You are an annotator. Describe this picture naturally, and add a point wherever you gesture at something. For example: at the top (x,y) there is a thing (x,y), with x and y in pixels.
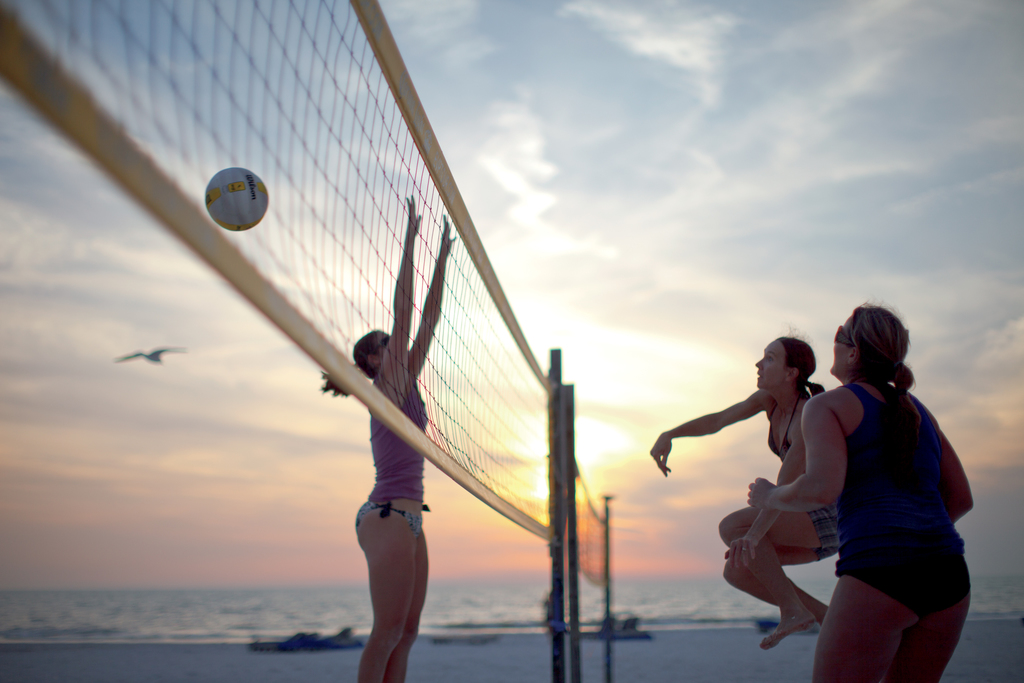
In this image there are three women (747,415) playing volleyball on the beach side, in the background of the image (223,612) there is water (510,590).
